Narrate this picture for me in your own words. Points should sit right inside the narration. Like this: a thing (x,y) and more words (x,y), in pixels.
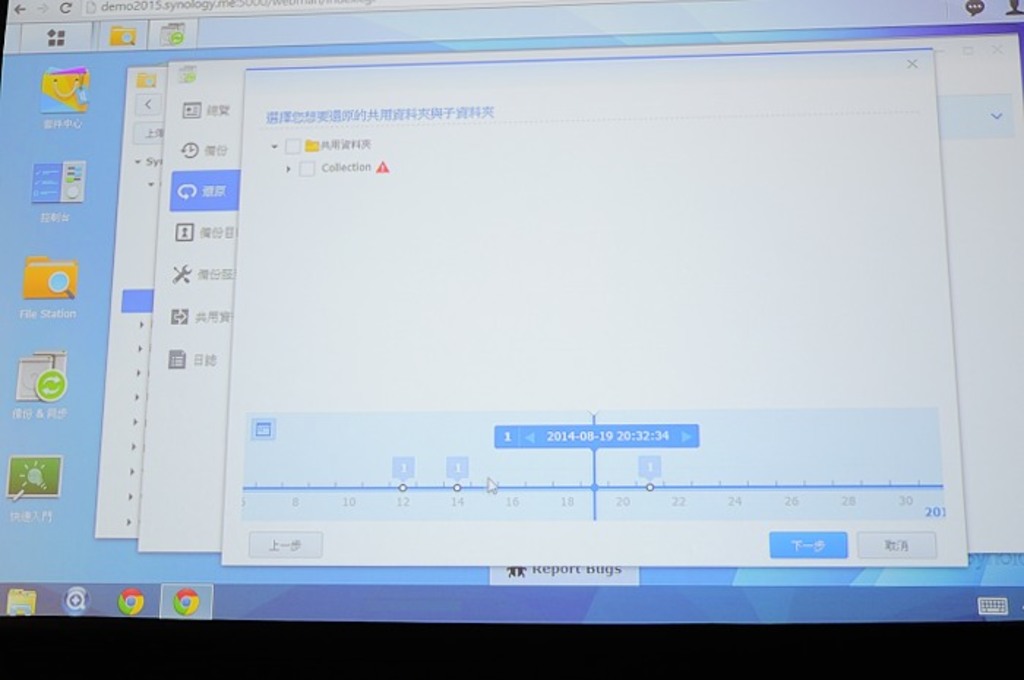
In the center of the image (667,453), we can see a screen (341,507).
